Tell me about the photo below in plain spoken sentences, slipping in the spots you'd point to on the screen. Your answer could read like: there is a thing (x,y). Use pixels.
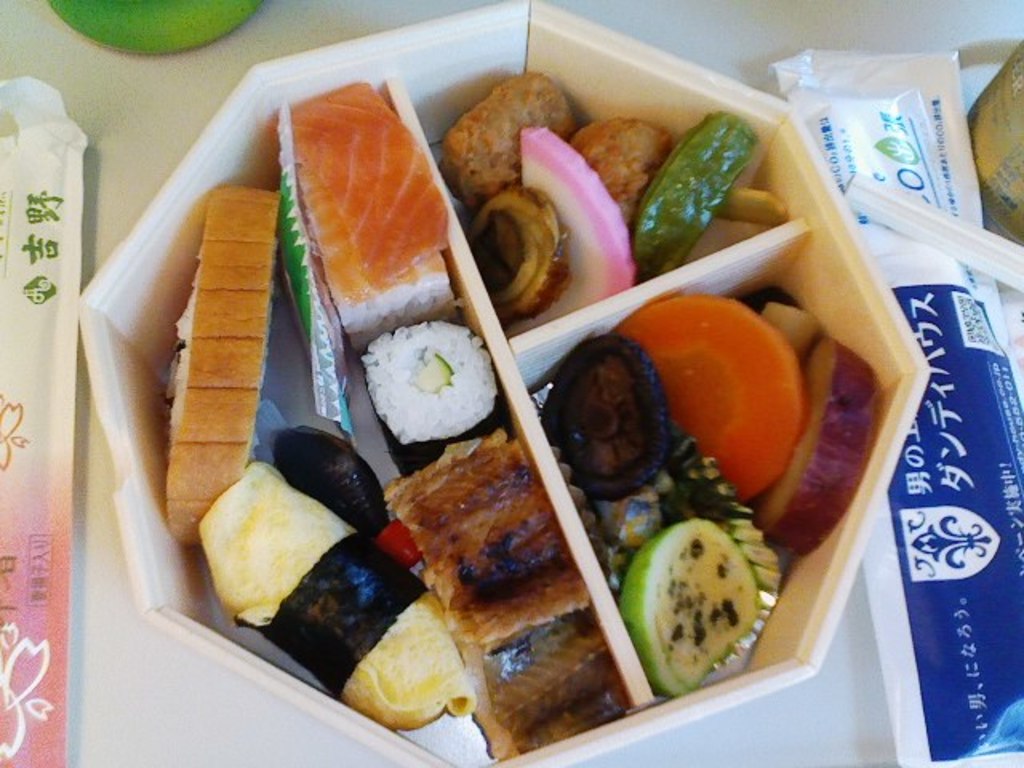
In this image we can see some food items (476,353) in a box (195,243), there are some packets (924,346) and other objects (183,48) on the surface (248,744).
